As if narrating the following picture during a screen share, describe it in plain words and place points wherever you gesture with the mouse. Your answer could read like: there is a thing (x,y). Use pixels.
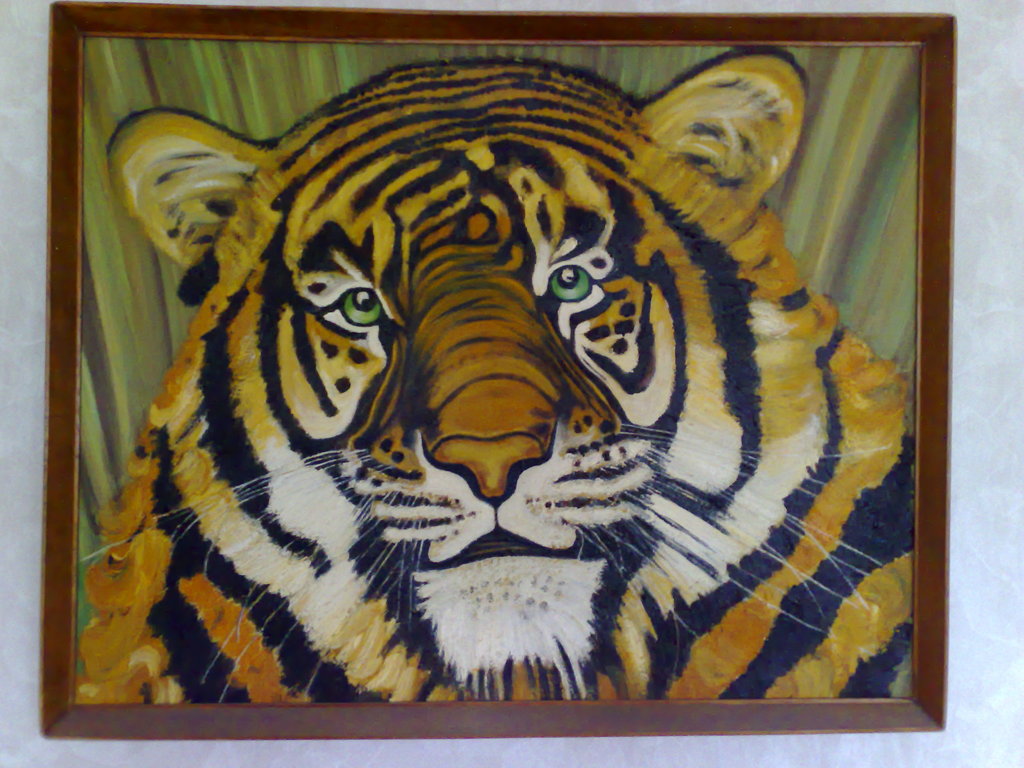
This is the picture of a frame (66,496) in which there is the face (390,397) of a tiger (412,486).
